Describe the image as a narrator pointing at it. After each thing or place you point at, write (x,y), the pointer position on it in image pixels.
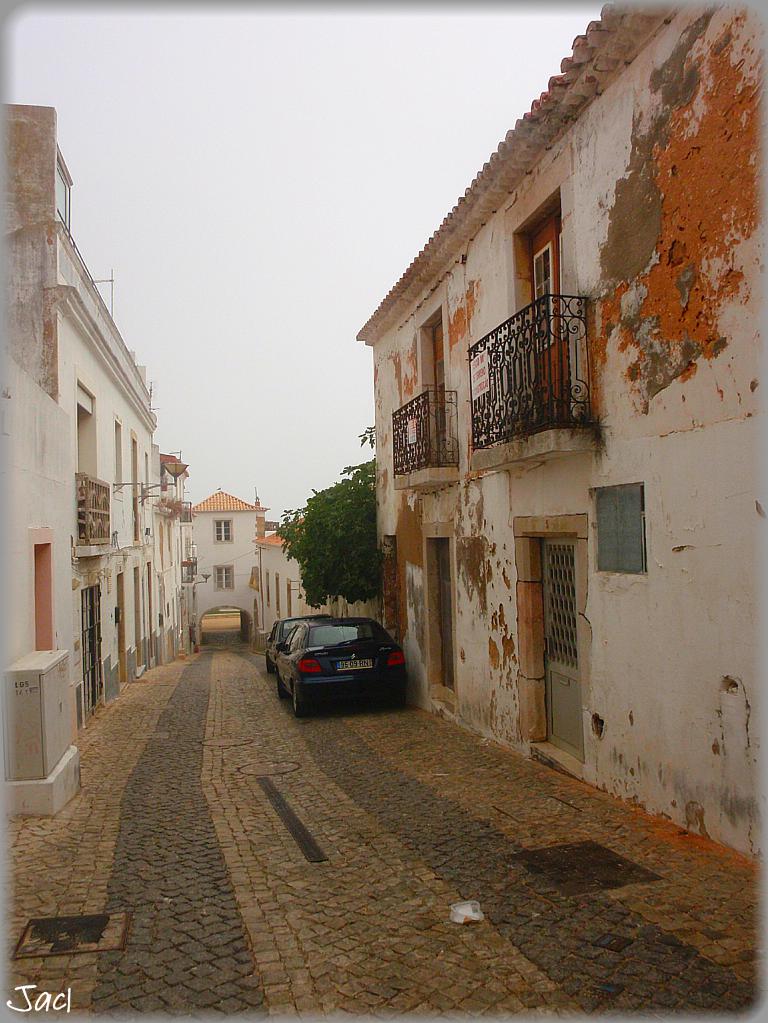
This picture is clicked outside. On both the sides we can see the buildings (96,580). In the foreground (351,967) we can see the pavement (264,843). On the right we can see the cars (318,627) and a tree (336,538). In the background (189,238) we can see the sky (255,270), buildings (218,517), railings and some other objects (49,766). In the bottom left corner (52,991) we can see the text (67,995) on the image.
